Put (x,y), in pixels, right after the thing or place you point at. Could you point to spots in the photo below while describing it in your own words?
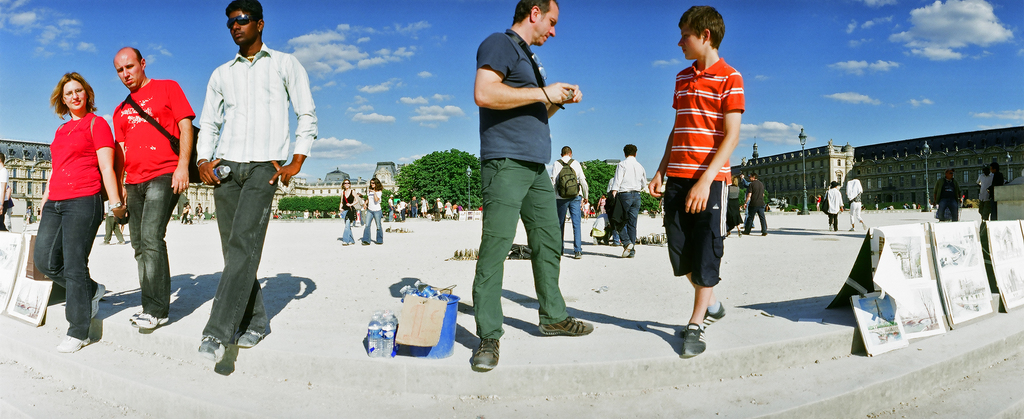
In this image we can see many people (125,150), paintings (949,294) on the board (897,284), we can see the water bottles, there are few buildings (905,154), street lights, trees (413,179), at the top (920,126) we can see the sky (325,52) with clouds (331,48).
